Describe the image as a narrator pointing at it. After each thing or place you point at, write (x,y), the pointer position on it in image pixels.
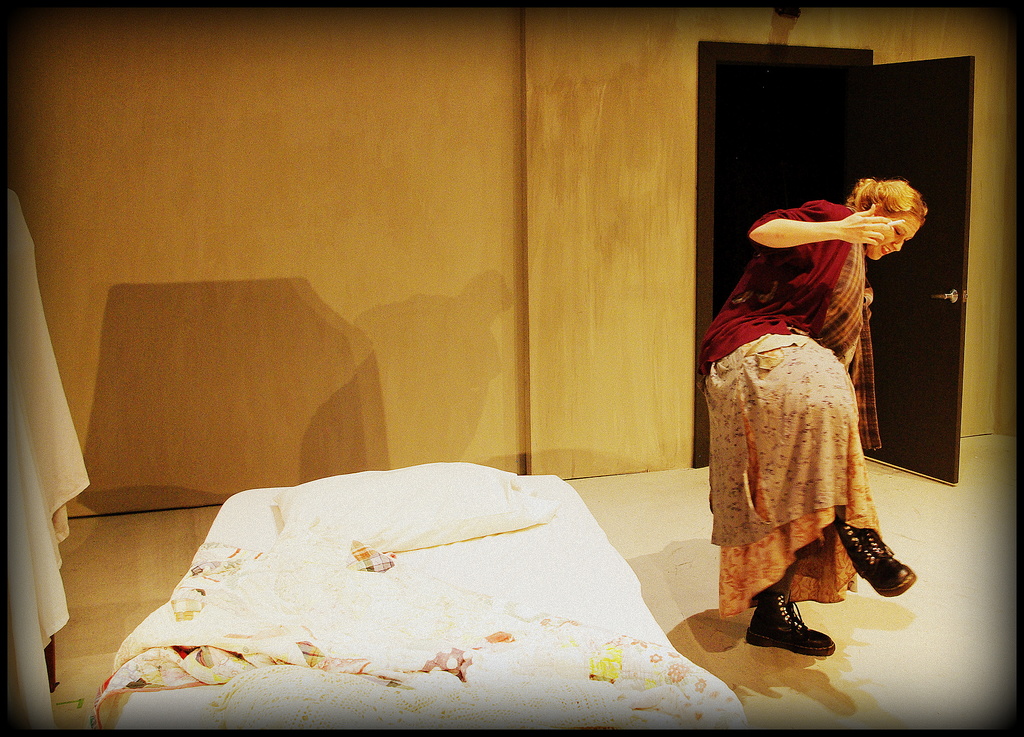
On this floor (678,563) there is a bed (527,568), pillow (378,477) and bed-sheet (448,626). This woman (808,494) is standing. Background (619,245) there is a wall (683,234) and door (933,305).
